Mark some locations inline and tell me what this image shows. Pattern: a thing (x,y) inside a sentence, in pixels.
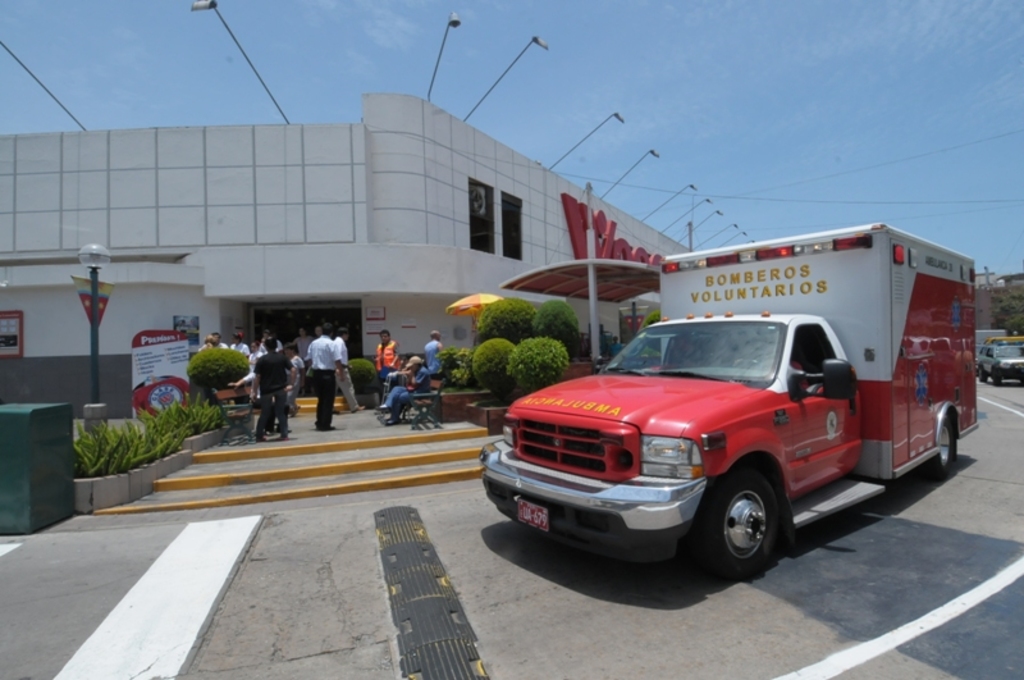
In this picture, we can see a few people (280,389), buildings (311,253), poles (95,299), lights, stairs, vehicles (666,376), road (691,606), plants (504,349), boards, and the sky (900,98).
